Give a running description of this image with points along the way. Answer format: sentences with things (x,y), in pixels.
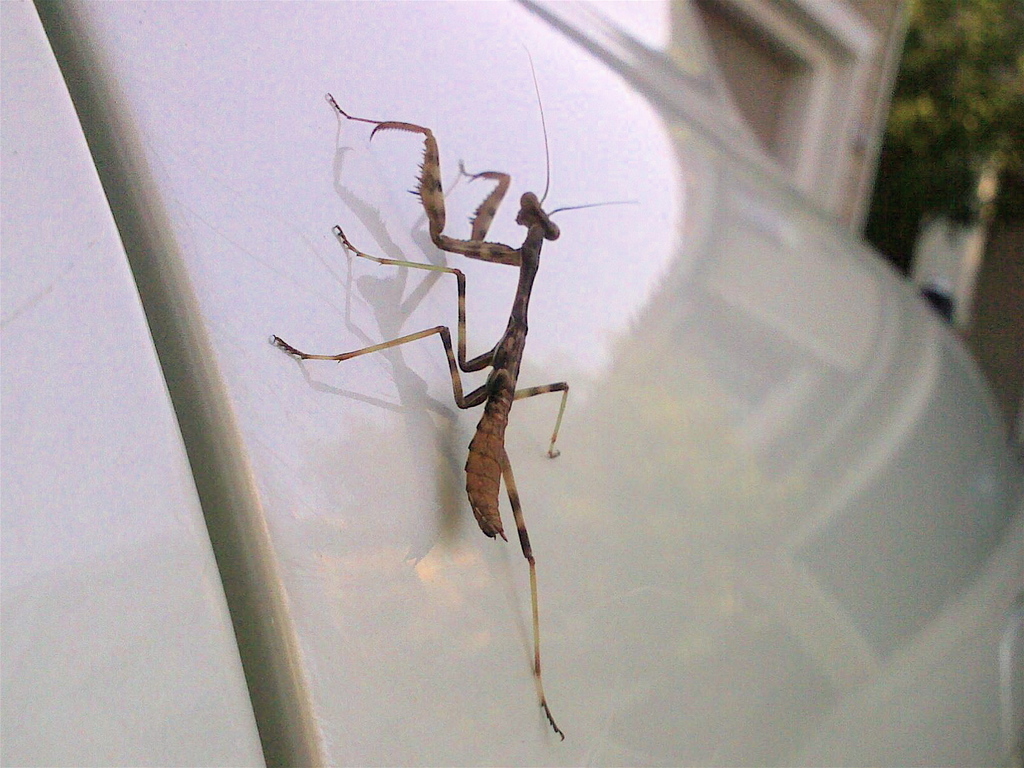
In the image there is a praying mantis (386,127) standing on a vehicle (705,404) and behind there is a plant (909,103) in front of the wall (858,152).
